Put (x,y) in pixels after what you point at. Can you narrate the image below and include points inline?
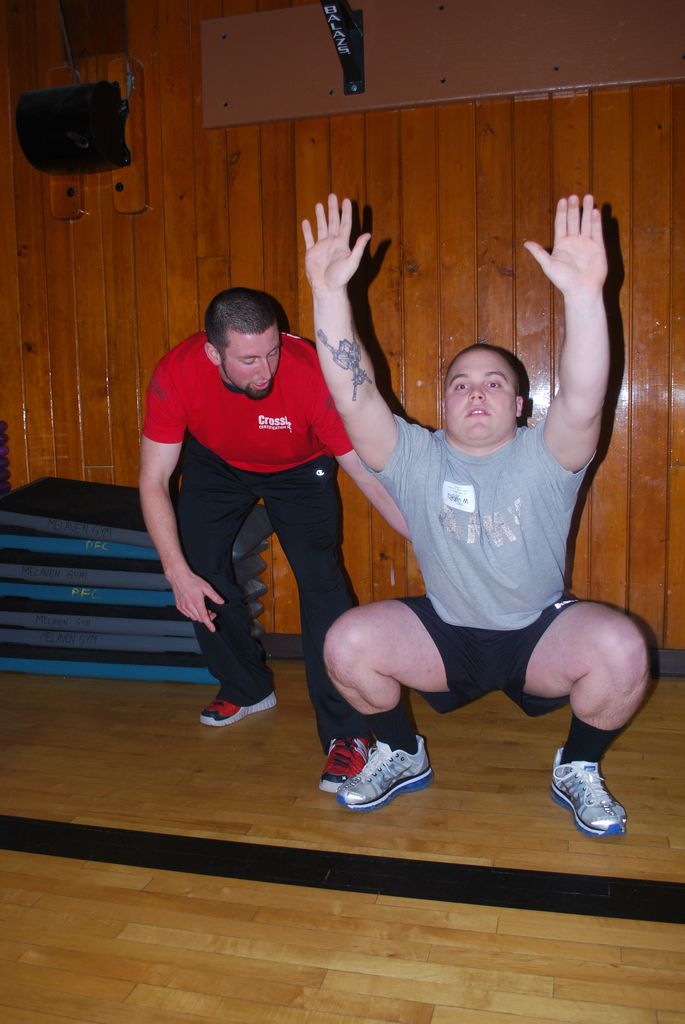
In this picture there is a man (462,506) who is squat position. He is wearing t-shirt (555,560), short (480,676) and shoe (587,787), beside him there is another person (333,562) who is wearing red t-shirt (306,450), black trouser (293,534) and shoe (347,750), beside him i can see many mattress (126,541). In the top left corner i can see the speakers (125,163) on the wall (180,156).
